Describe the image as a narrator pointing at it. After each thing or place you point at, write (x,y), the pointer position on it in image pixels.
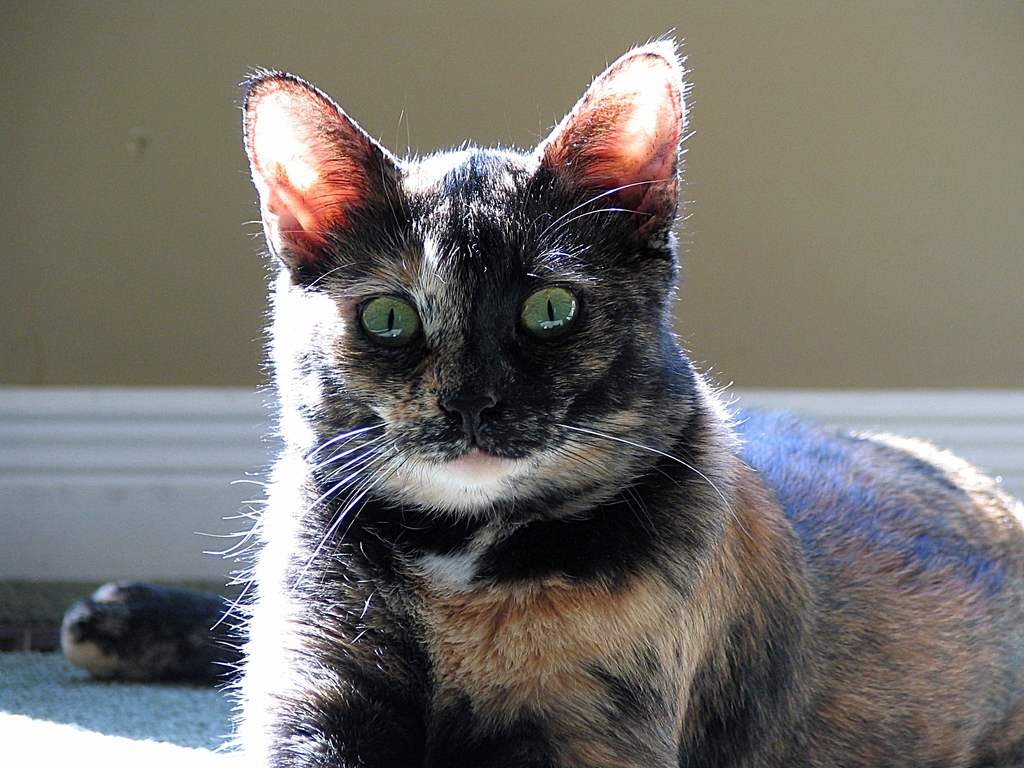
In this image, I can see a black cat (540,645) sitting on the floor (182,727). This looks like a wall (206,87).
